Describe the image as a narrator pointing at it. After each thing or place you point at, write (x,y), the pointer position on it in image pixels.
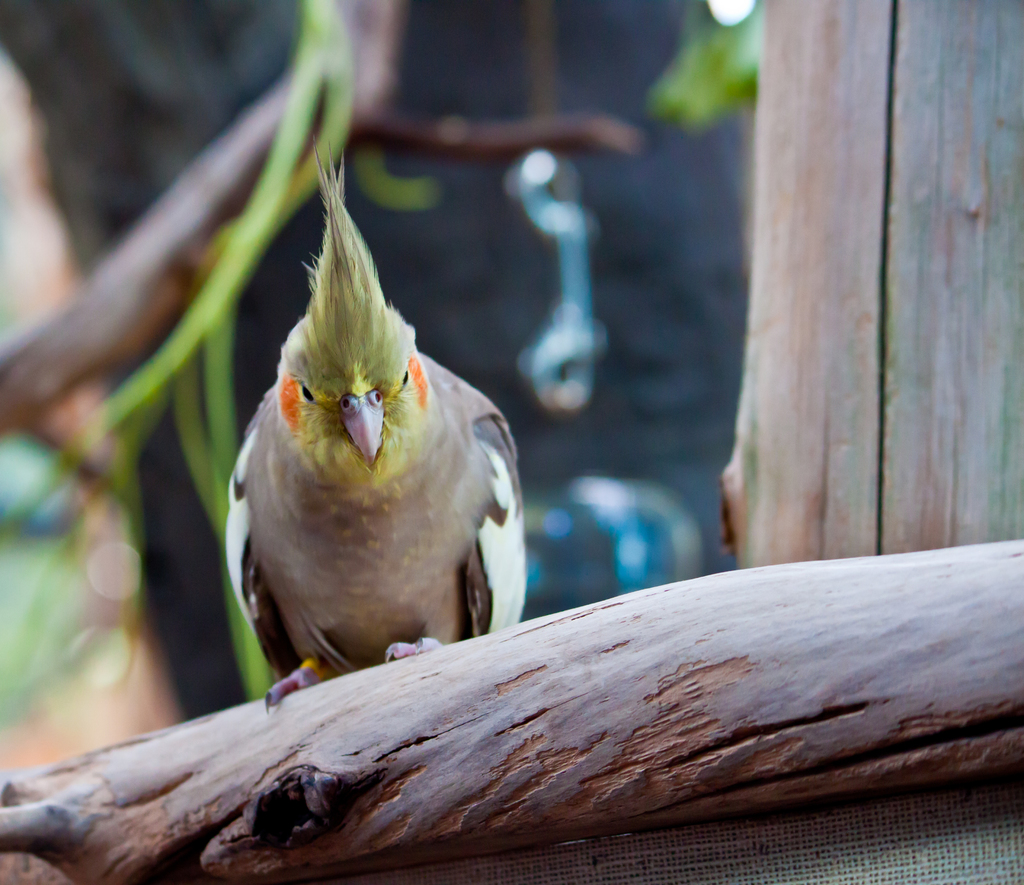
In the foreground of the picture (344,638) there is a parrot (360,600) on the trunk (609,714) of a tree (732,739). On the right (947,190) there is a trunk (848,184). The background (34,177) is blurred.
